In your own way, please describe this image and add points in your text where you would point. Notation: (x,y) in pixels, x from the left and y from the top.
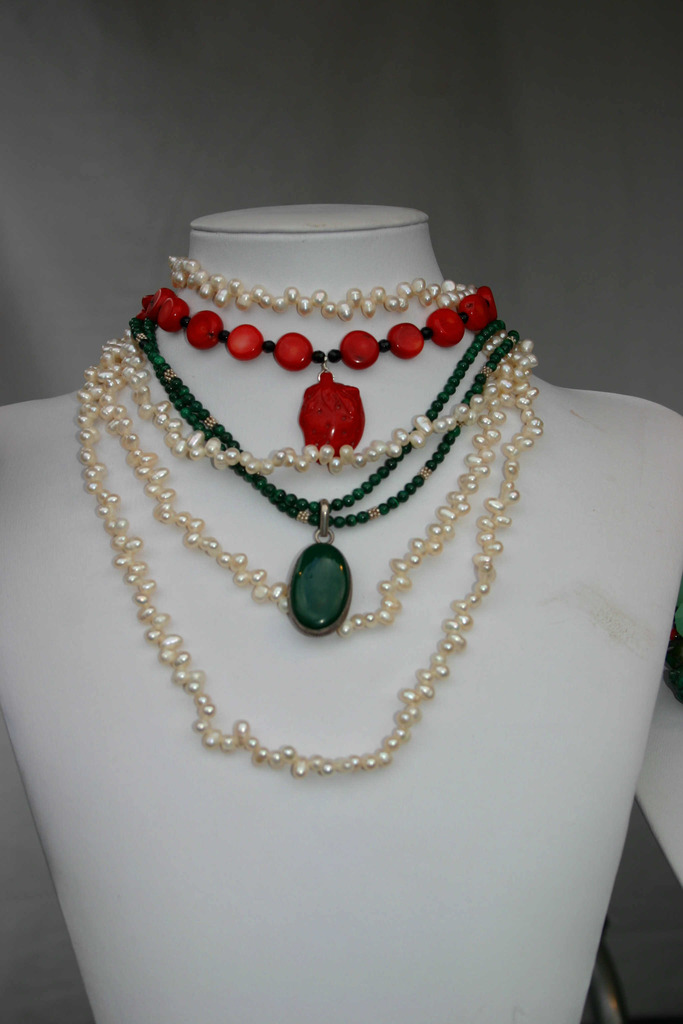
In this image I can see a jewelry stand (275,370) on which some pearl necklace (198,436) and other necklaces (280,490) with colored beads (475,308) are being displayed.
